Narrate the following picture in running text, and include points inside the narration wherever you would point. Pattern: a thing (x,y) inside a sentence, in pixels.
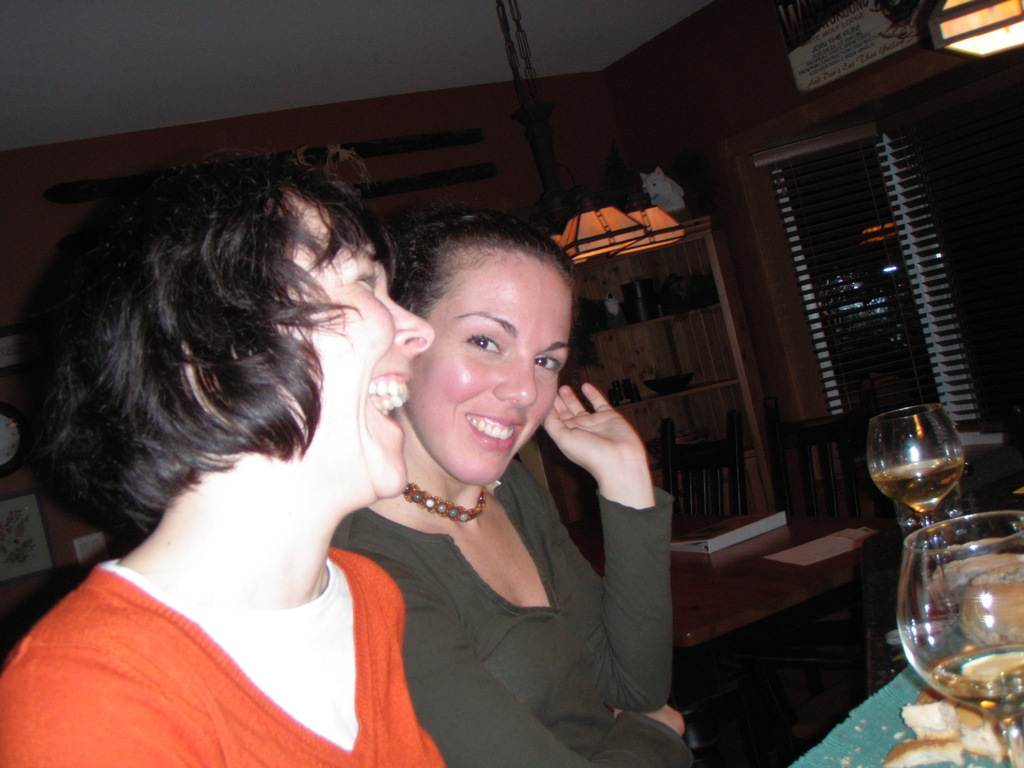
In this picture I can see 2 women (397,452) in front (356,399) who are smiling and I see 2 glasses (960,634) and few pieces of food (942,710). In the background (725,319) I see the shelves (622,341) on which there are few things (685,304) and I see the ceiling (404,52) on which there is a thing (534,107) hanged and I see the light (987,16) on the top corner of this image (974,44) and I see the window (908,214) on the right side (910,287).
